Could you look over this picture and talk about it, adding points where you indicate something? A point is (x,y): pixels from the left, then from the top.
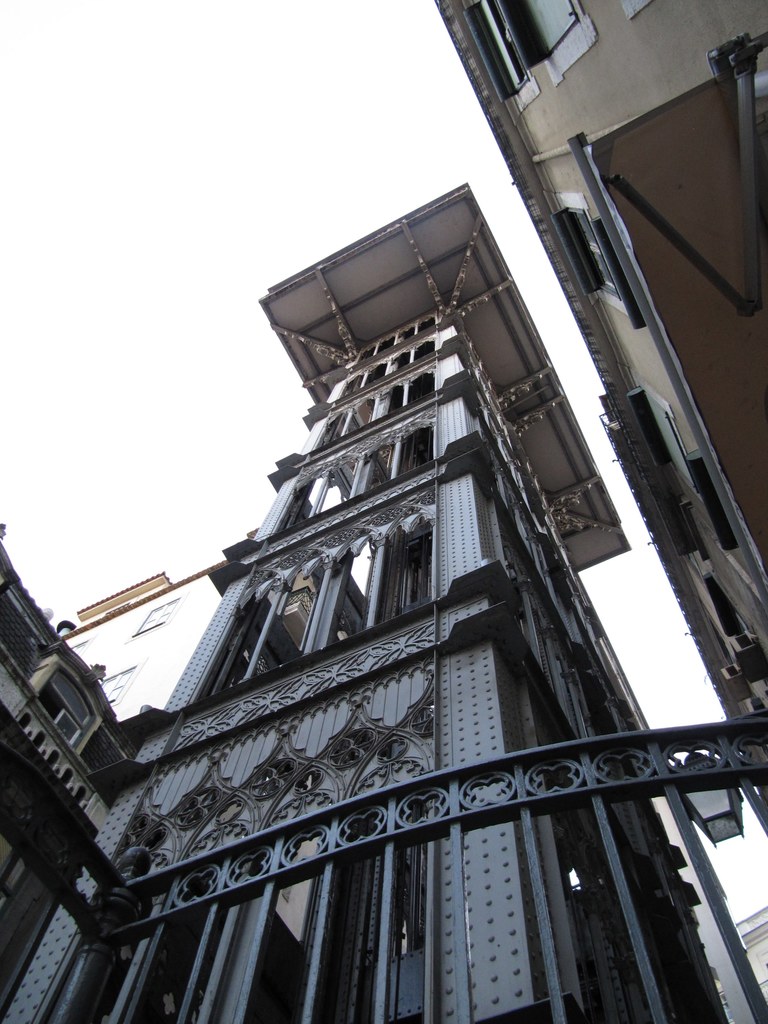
In this picture we can see skyscraper (284,525) and buildings (746,622). At the top (366,192) there is a sky (252,67). At the bottom (617,867) we can see the gate (158,913) and light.
